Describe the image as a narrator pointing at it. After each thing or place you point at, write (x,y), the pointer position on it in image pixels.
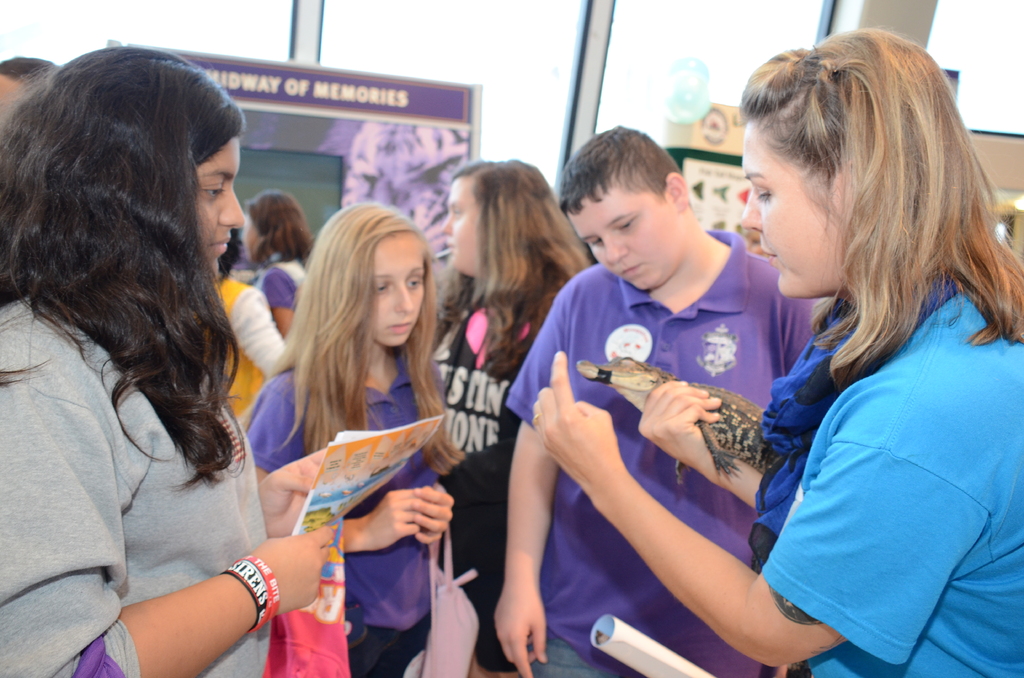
In this image there are people (242,300). The lady (833,427) standing on the right (776,405) is holding a reptile (733,427). In the background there are boards (721,222).
